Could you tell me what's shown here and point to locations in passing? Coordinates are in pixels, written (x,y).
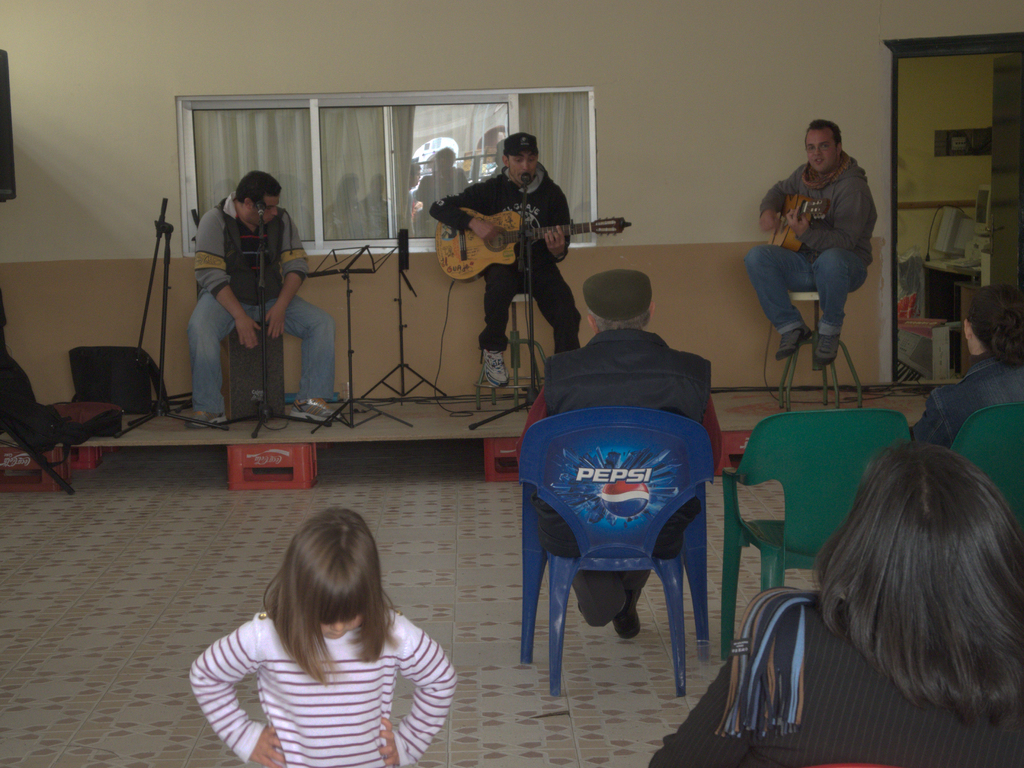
In this picture we can see three men (251,264) sitting on stool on stage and here two persons (864,241) are holding guitar (472,269) in their hands (479,233) and playing and in middle (542,289) person (541,217) singing on mic (523,172) and in front of them we can see some people (703,400) sitting on chairs (660,444) and here girl (311,582) standing on floor (127,536) in background (236,49) we can see wall (888,103), window (434,144).
